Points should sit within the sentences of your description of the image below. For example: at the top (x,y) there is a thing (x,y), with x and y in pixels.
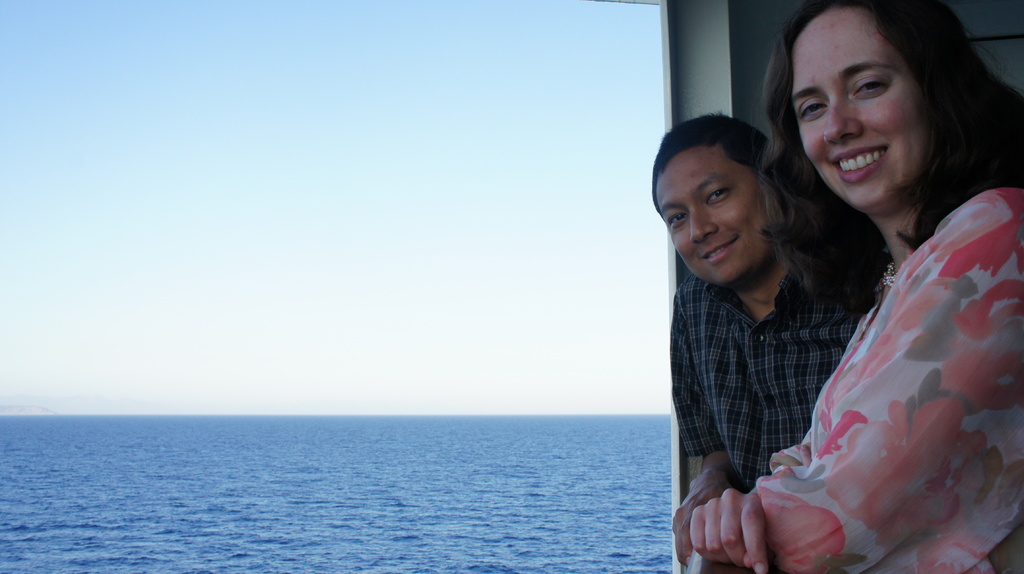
On the right side (813,331), the man (780,363) in black and grey shirt (800,360) and the woman (875,343) in pink and white dress (867,409) are standing. Both of them are standing. Behind them, we see a wall (744,12). At the bottom (400,454), we see water (351,520) and this water (355,528) might be in the sea (498,463). At the top (211,118), we see the sky (165,259), which is blue in color.
